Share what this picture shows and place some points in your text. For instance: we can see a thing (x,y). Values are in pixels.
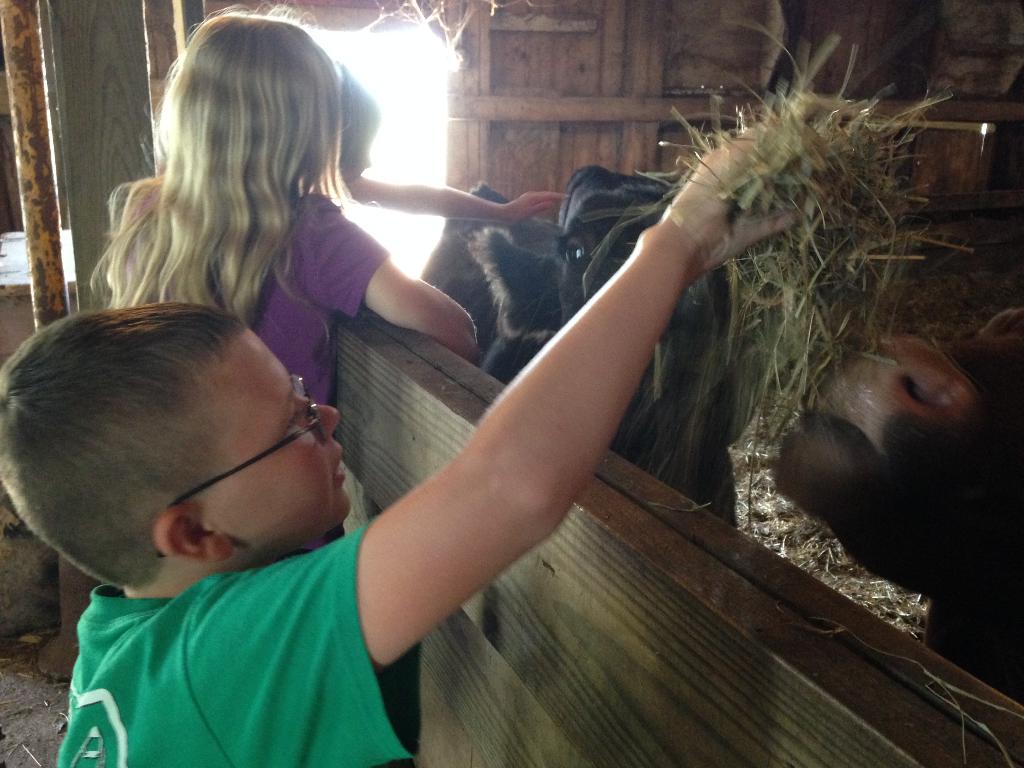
In this image in the center (375,297) there are persons (250,321) standing. In front (341,574) there is a boy (333,593) standing and feeding the animal (858,367) which is in front of him and there are dry grass (780,514) on the ground (799,523) which is on the right side (790,526). In the background (598,85) there is a wooden wall (564,87) and on the left side (35,150) there is a pole (25,205).
